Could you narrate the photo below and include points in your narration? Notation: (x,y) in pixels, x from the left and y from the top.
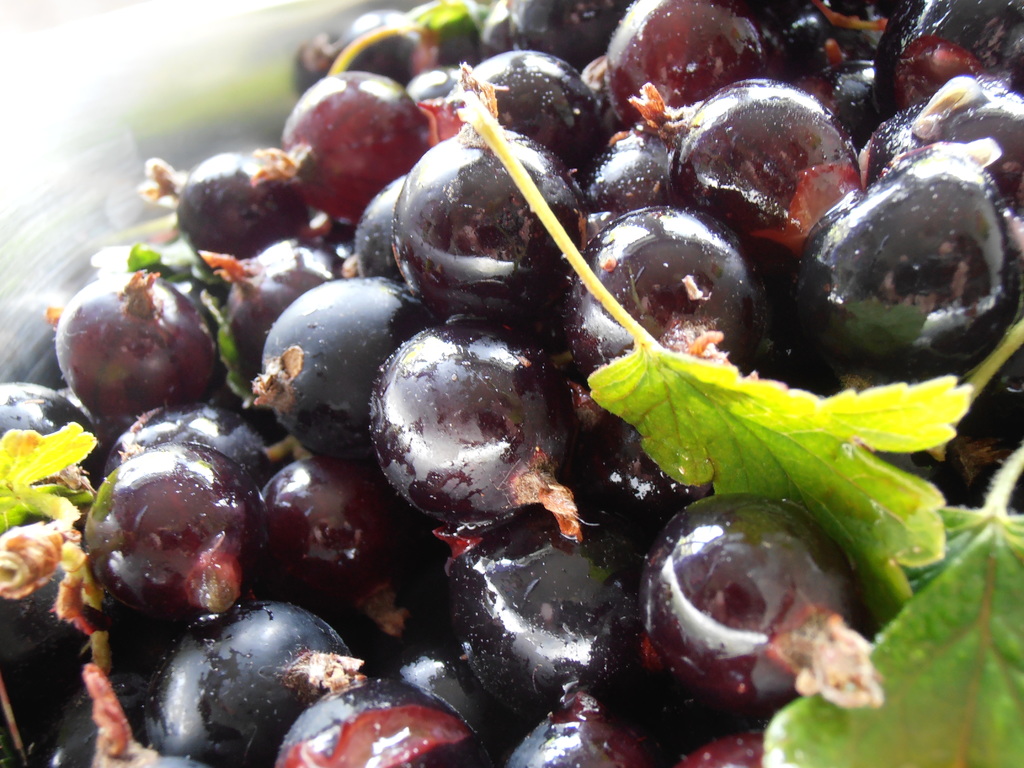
In this image, I can see a bunch of blackcurrants (454,642). These are the leaves (779,410).
